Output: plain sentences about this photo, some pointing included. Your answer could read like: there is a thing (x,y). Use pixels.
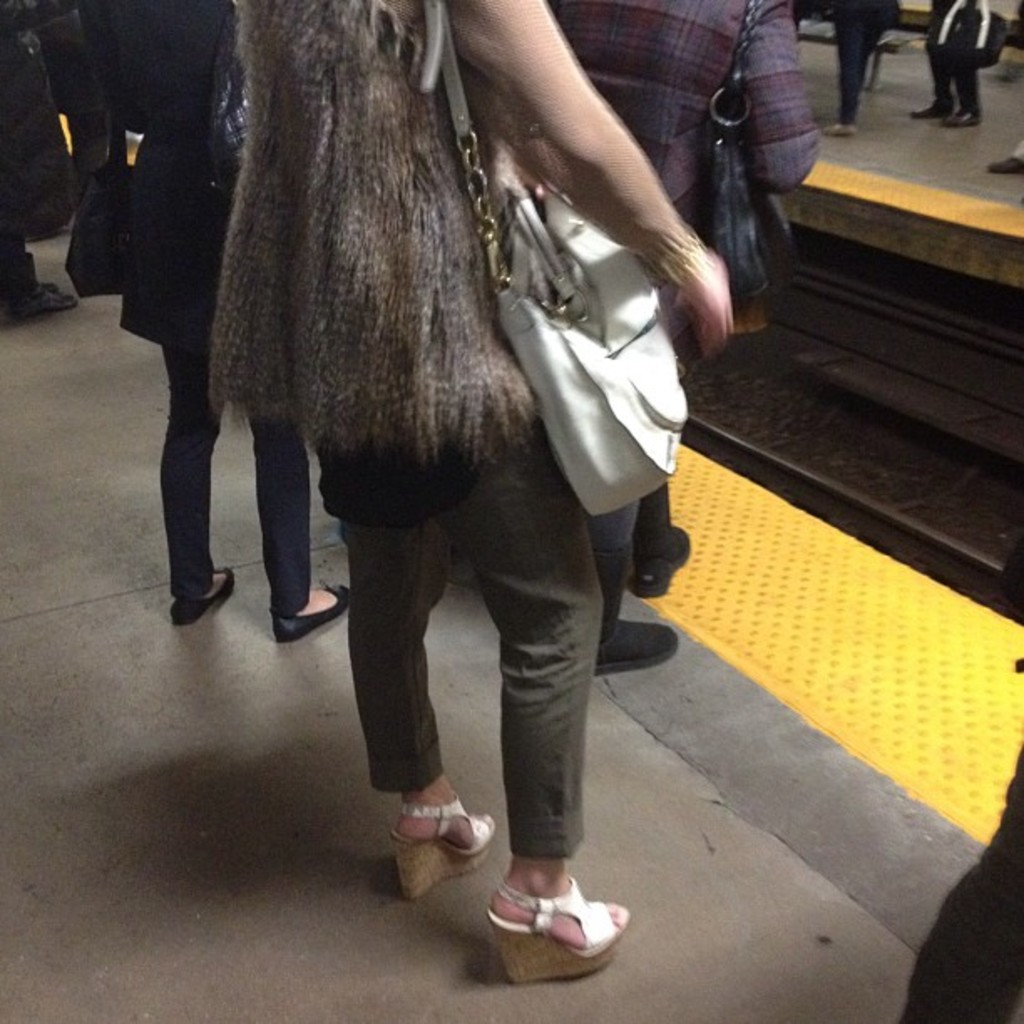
As we can see in the picture that there are many people (207,191) are standing. This woman (408,167) is wearing a handbag (535,292) and white sandals (547,902).
